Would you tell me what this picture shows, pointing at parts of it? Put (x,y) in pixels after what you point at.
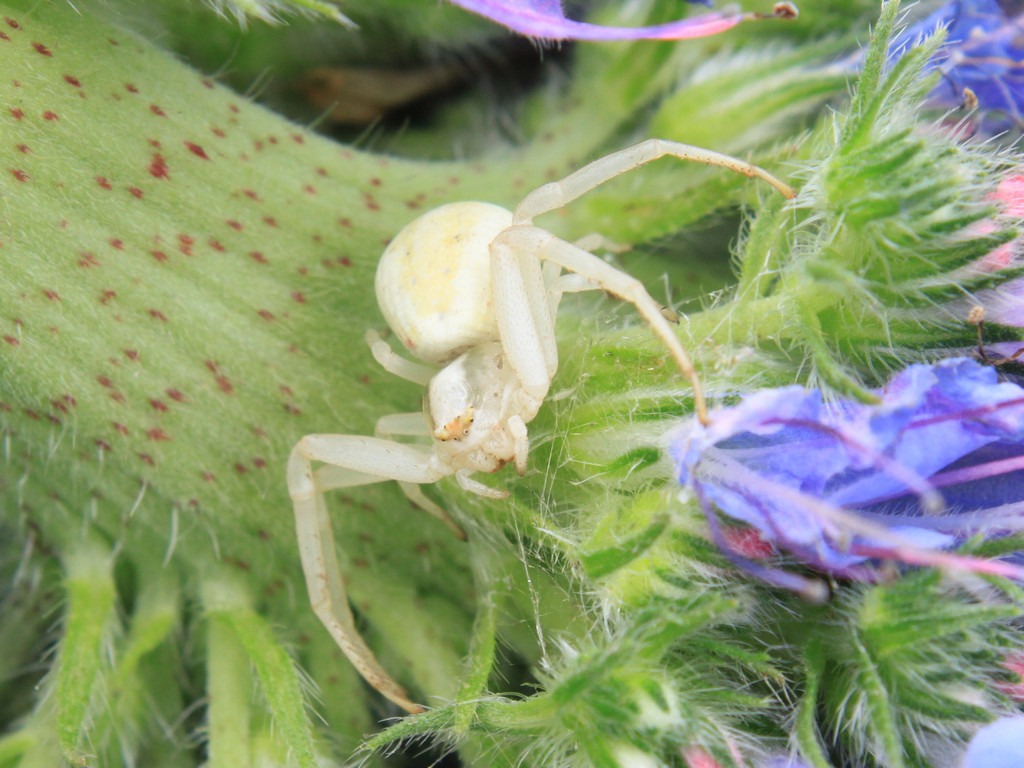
We can see a spider (422,248) on a plant (212,511) and on the right side (1010,396) we can see the flowers (969,746).
